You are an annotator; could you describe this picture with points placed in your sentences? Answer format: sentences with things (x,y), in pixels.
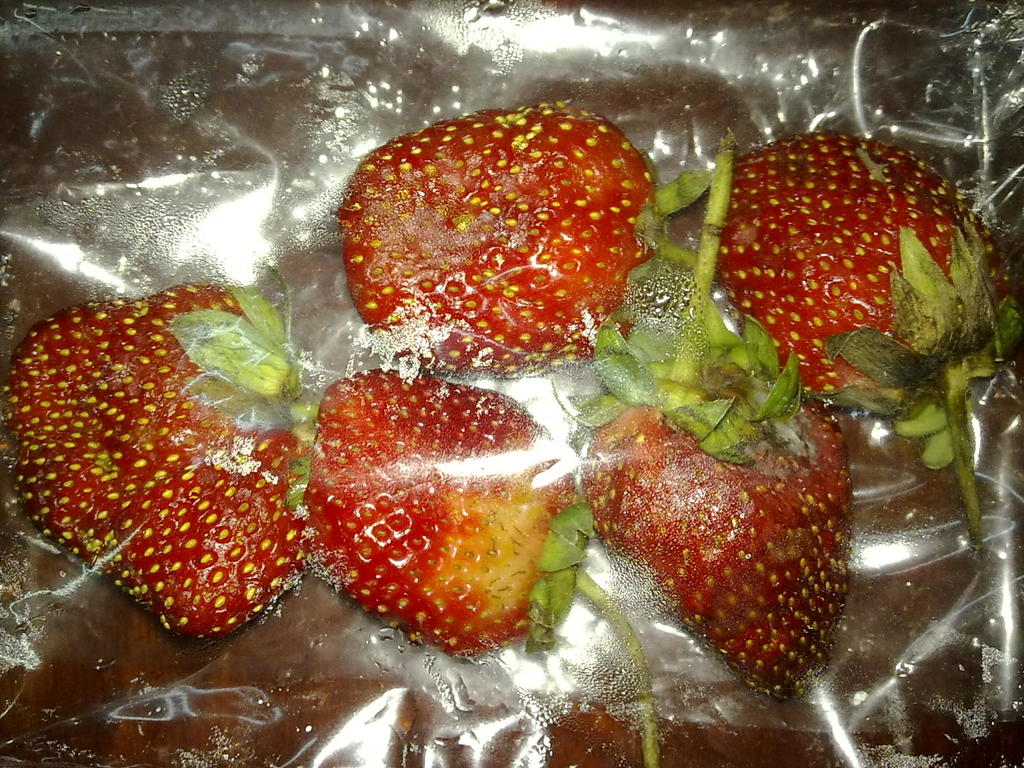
This picture shows few strawberries (475,404) in the cover (896,572).
